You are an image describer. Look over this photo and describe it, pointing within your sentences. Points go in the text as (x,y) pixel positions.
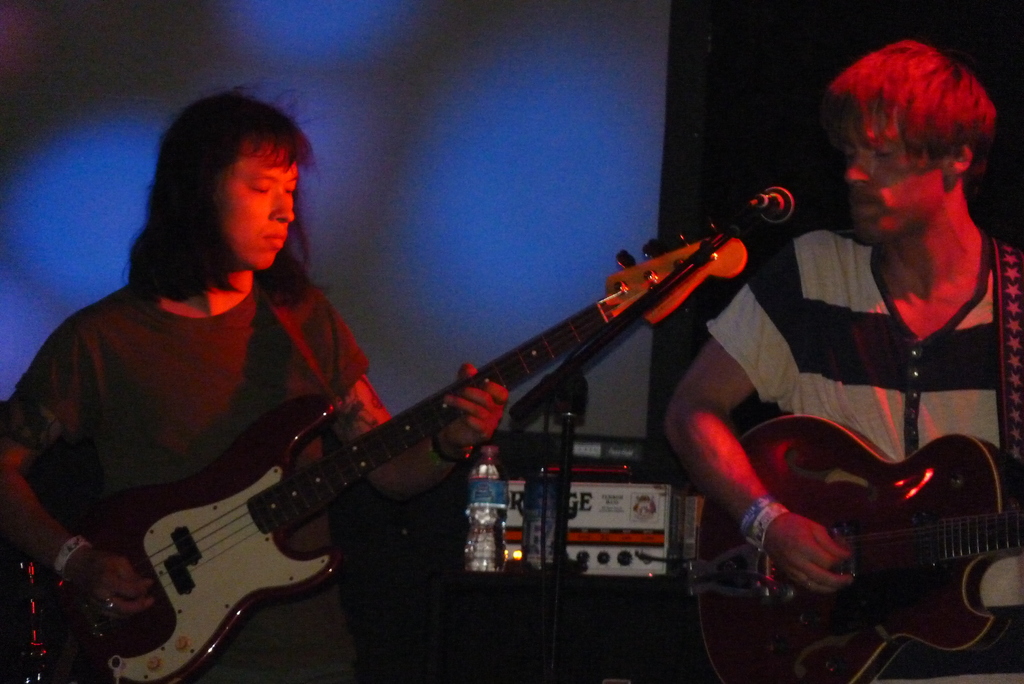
As we can see in the image there are two persons (474,373) holding guitars (254,574) in their hands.
